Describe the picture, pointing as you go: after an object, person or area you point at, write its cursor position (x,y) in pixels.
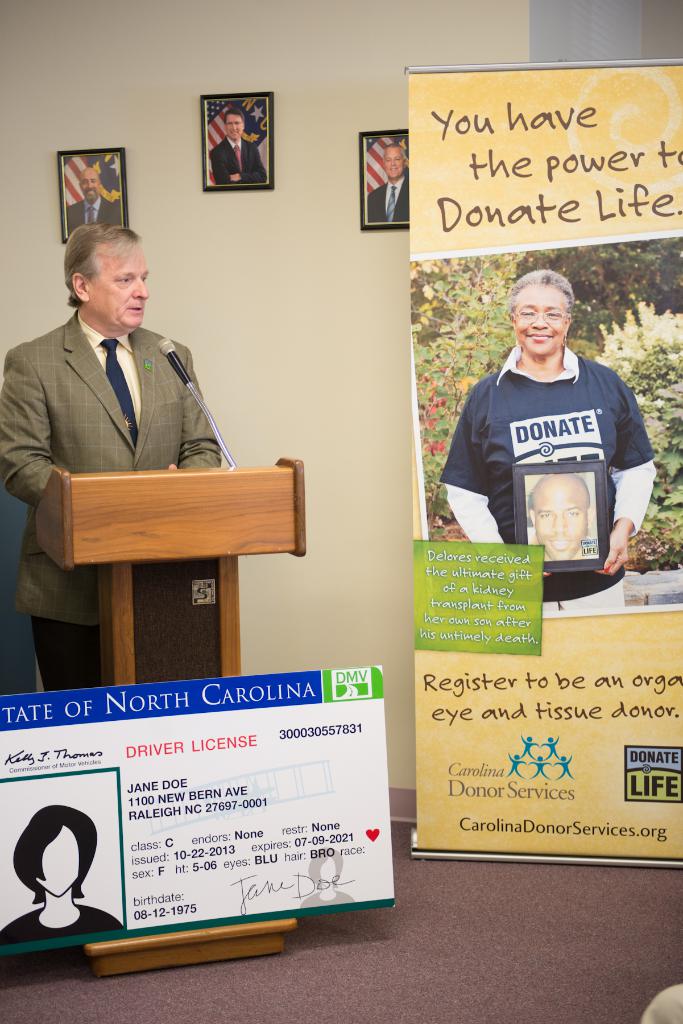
In this image we can see one person (84,471) standing, wooden table (192,549), microphone (198,399), some written text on the board (65,877), beside that we can see a banner (526,598) with written text (578,718) and images (564,360), we can see the wall (156,84), photo frames (61,173).
